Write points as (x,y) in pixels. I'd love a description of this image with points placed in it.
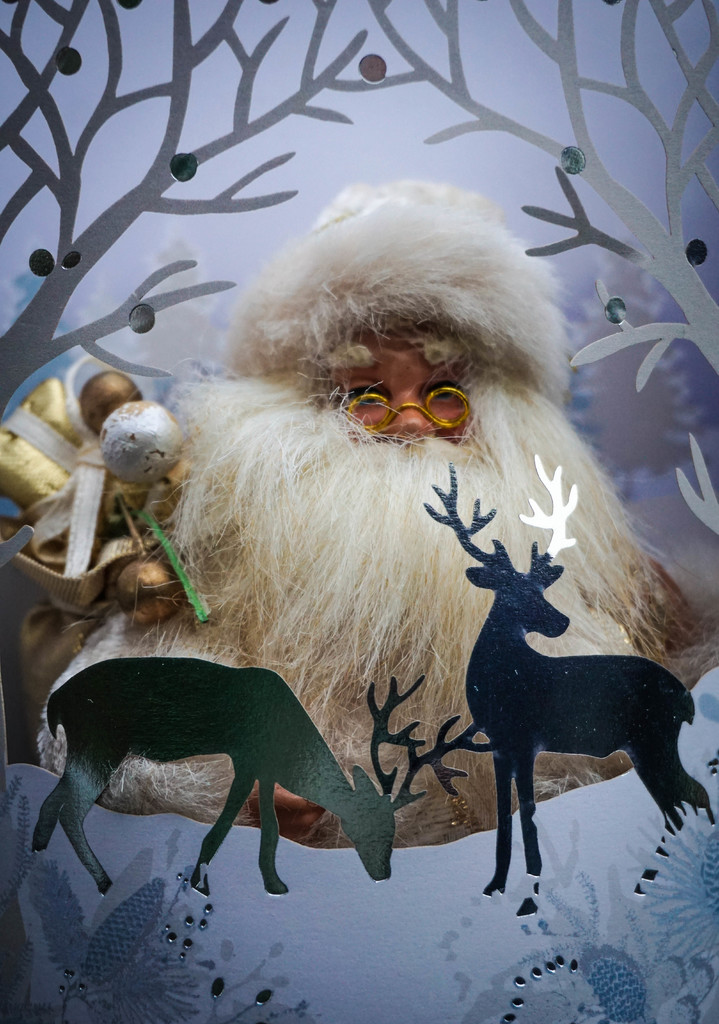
In this image in the center (335,643) there is one person (411,610) who is standing and he is wearing a bag (25,560), and in the foreground (653,720) there are some toys (580,732) and in the background (674,555) there is an animation (127,175).
